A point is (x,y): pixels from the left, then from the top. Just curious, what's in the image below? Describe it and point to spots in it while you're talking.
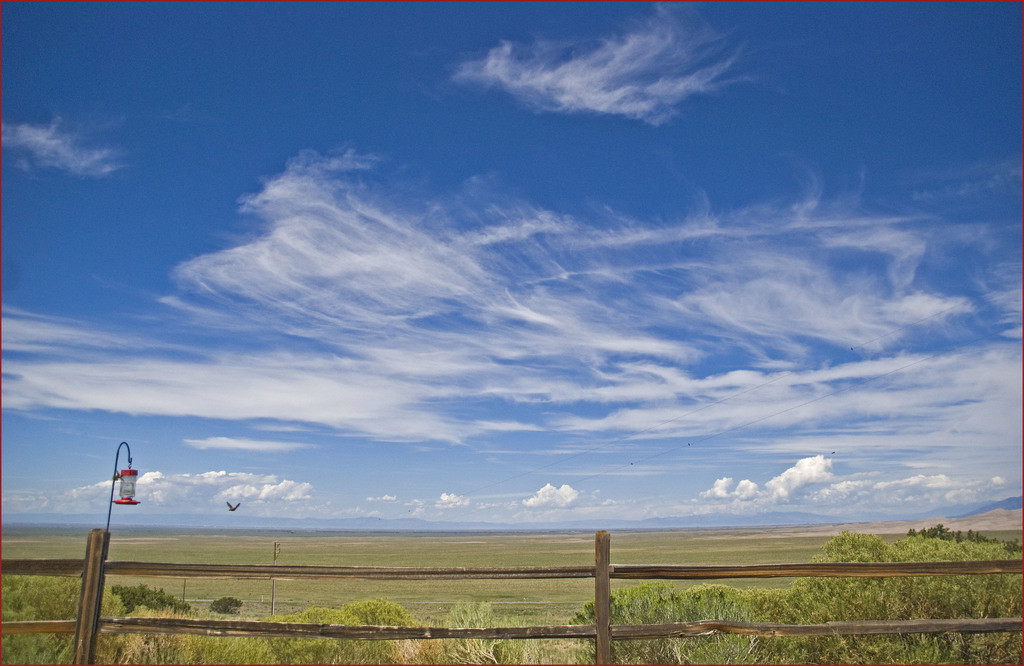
In the center of the image (451,268) we can see the sky (736,99), clouds (292,497), grass (364,533), plants (384,603), one bird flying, poles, one bird feeder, fence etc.
